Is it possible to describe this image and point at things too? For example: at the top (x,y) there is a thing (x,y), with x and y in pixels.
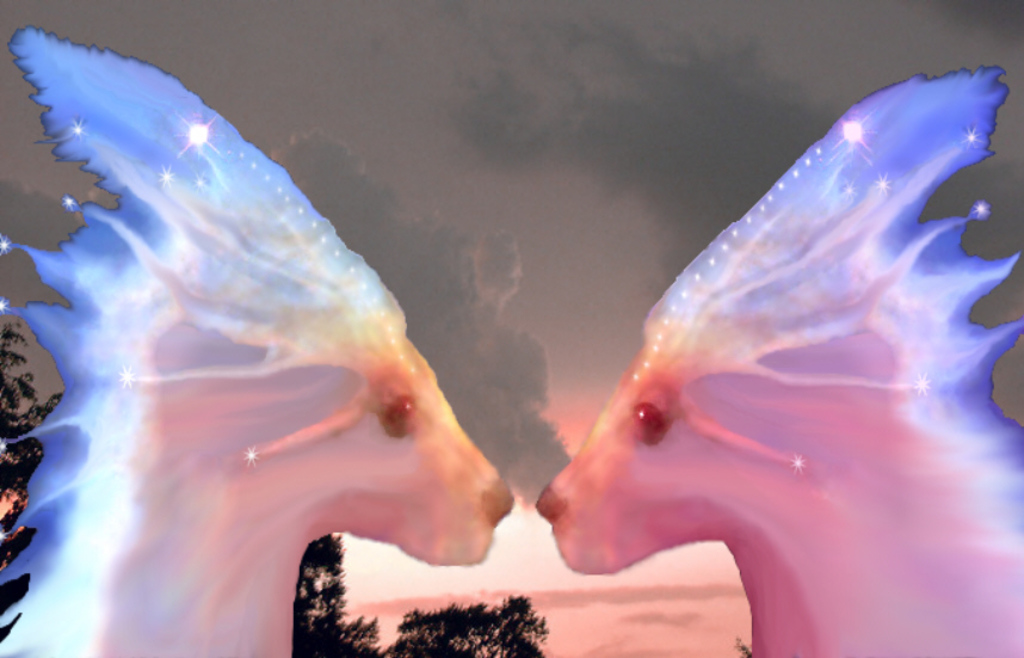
This is an edited image. In this image we can see some animals (331,480). On the backside (422,594) we can see some trees (446,626) and the sky (466,407) which looks cloudy.
